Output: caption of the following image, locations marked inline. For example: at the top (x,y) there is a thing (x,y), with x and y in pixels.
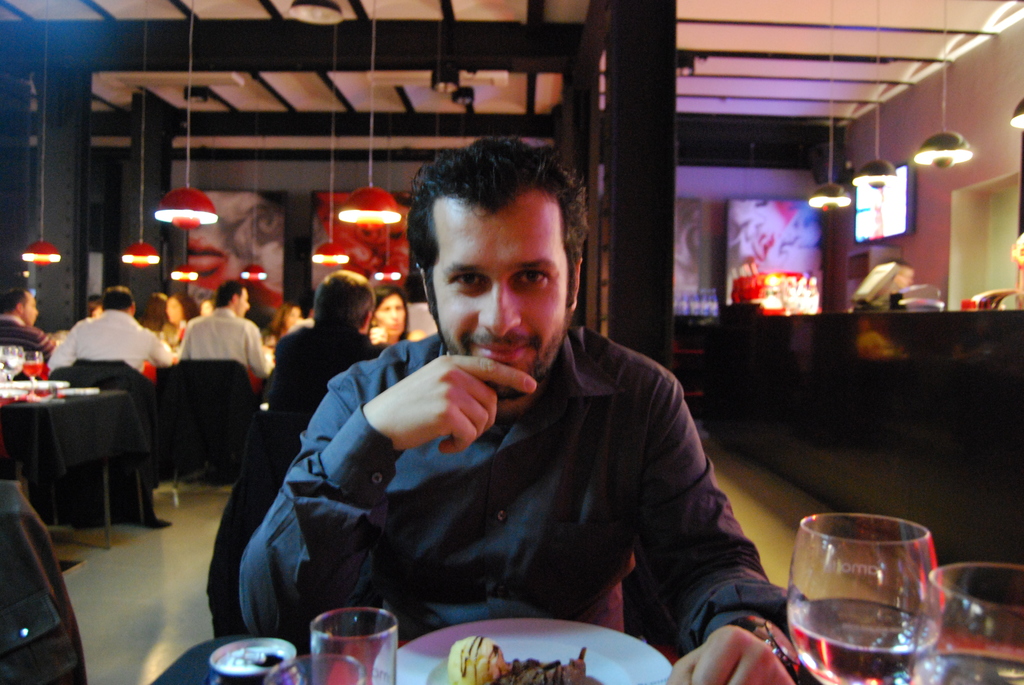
This image is taken indoors. At the top of the image (248,72) there is a ceiling (286,74). At the bottom of the image (235,664) there is a table (195,671) with a few things (581,625) on it. In the middle of the image (553,385) a man (526,391) is sitting on the chair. In the background (399,233) there is a wall (293,239) with many picture frames (799,250) and a few people (155,346) are sitting on the chairs (177,366). There are a few tables (67,403) with a few things (7,378) on them. On the right side of the image (977,344) there is a television (868,225) and there is a table (855,330) with a few things (781,291) on it and there are a few lamps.
